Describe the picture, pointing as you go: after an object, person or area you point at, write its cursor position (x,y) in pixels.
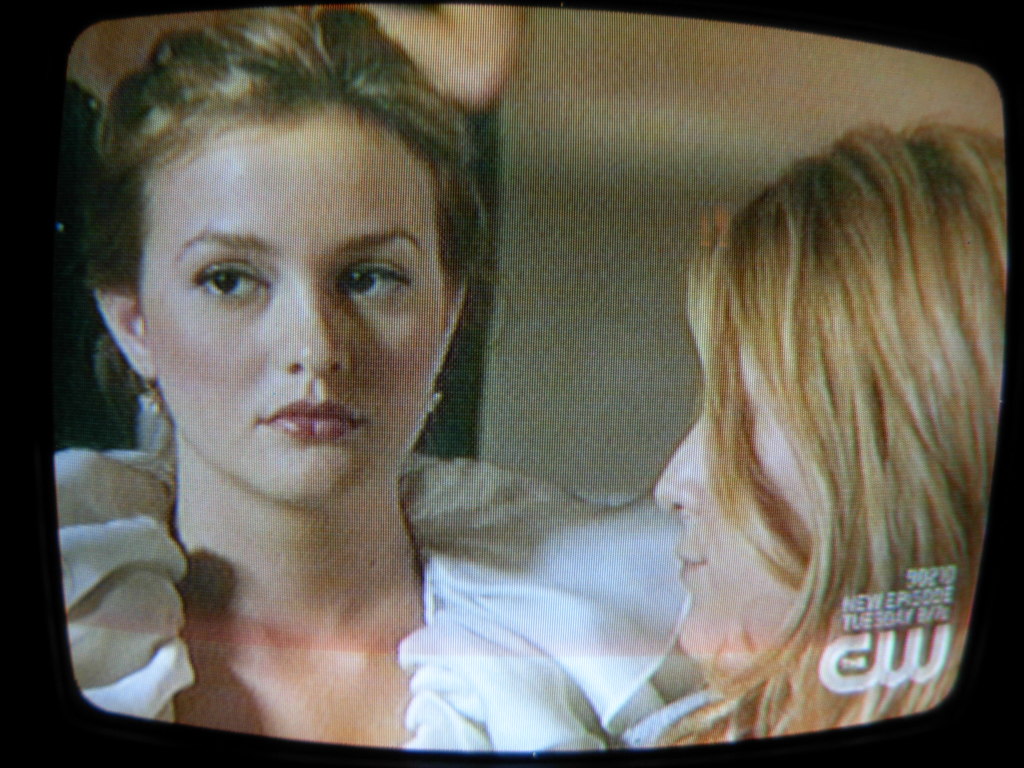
In this picture we can see television screen (984,444) and in this screen (841,137) we can see two women (271,568).
